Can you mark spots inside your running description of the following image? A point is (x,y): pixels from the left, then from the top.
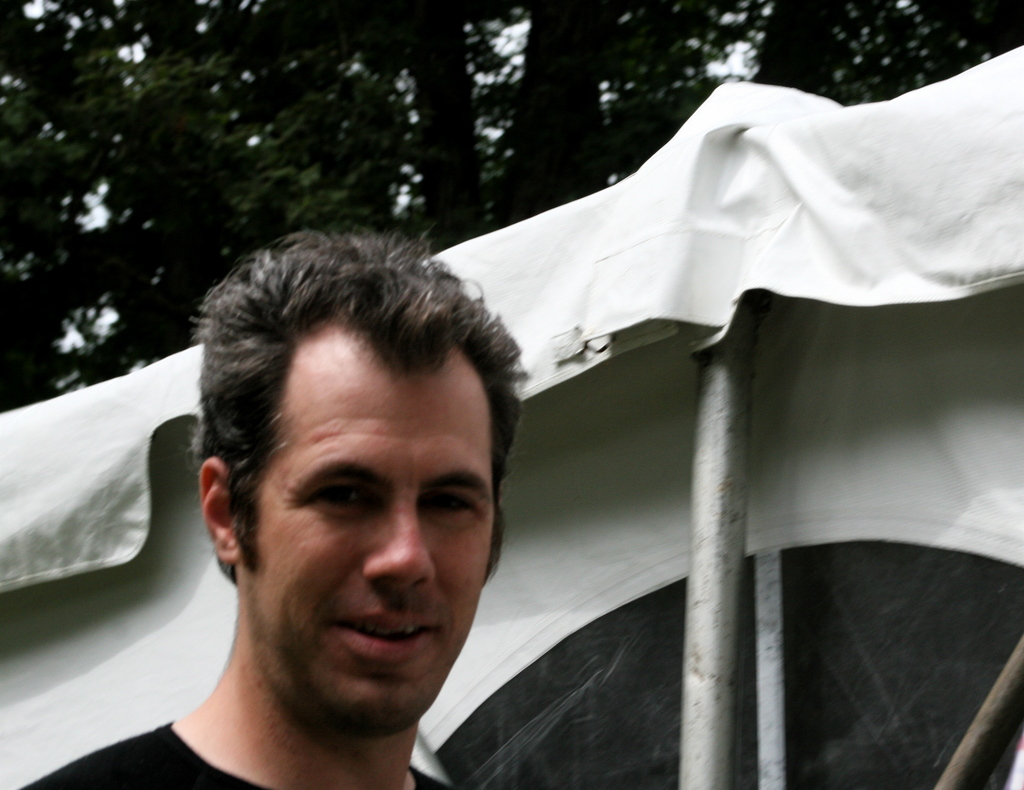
In this image we can see a man (348,562), next to him there is a tent (844,273). In the background (327,177) there are trees (626,65).
